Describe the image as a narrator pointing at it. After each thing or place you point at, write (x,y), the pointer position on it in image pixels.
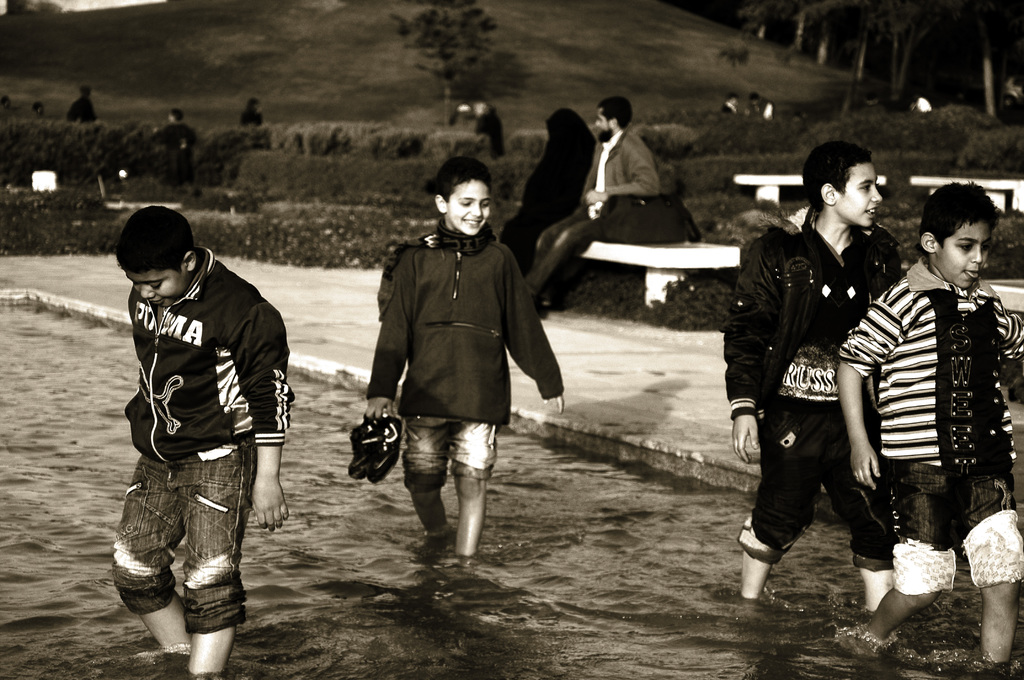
At the bottom of the image (111,592) four kids (963,337) are walking in the water (40,641). Behind them two persons (552,189) are sitting on a bench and there is a bag (686,225). Behind them there are some plants (442,133) and few people (771,115) are standing and there are some trees (972,38).
